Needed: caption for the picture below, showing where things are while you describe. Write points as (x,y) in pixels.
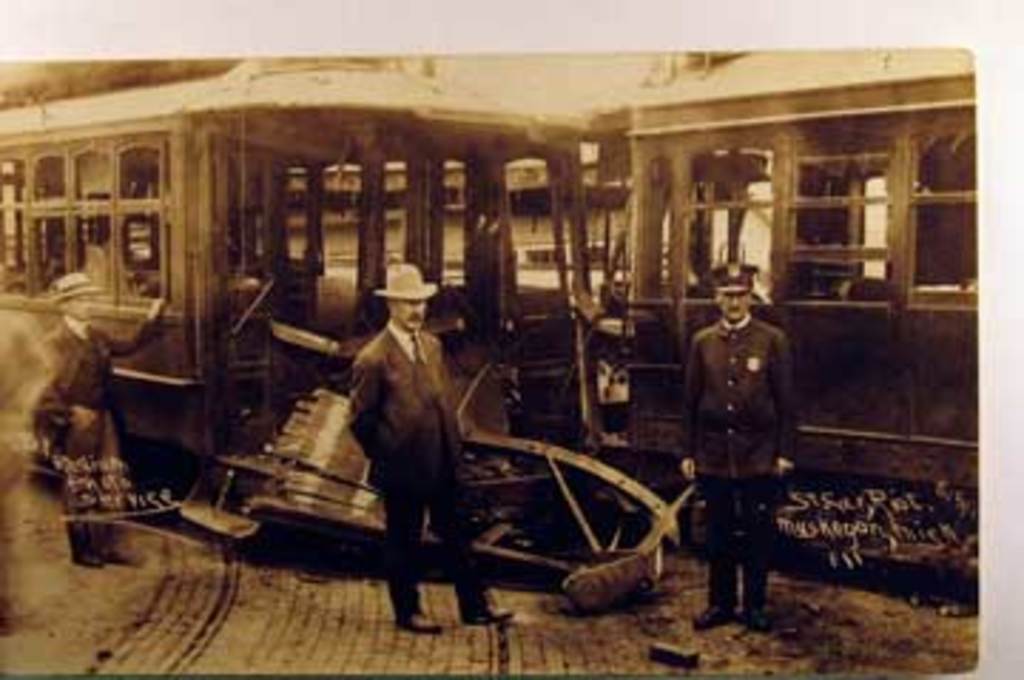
This is a black and white picture. In the foreground of the picture (393,461) there are people (711,461). In the background (465,169) there is a locomotive (168,247).
